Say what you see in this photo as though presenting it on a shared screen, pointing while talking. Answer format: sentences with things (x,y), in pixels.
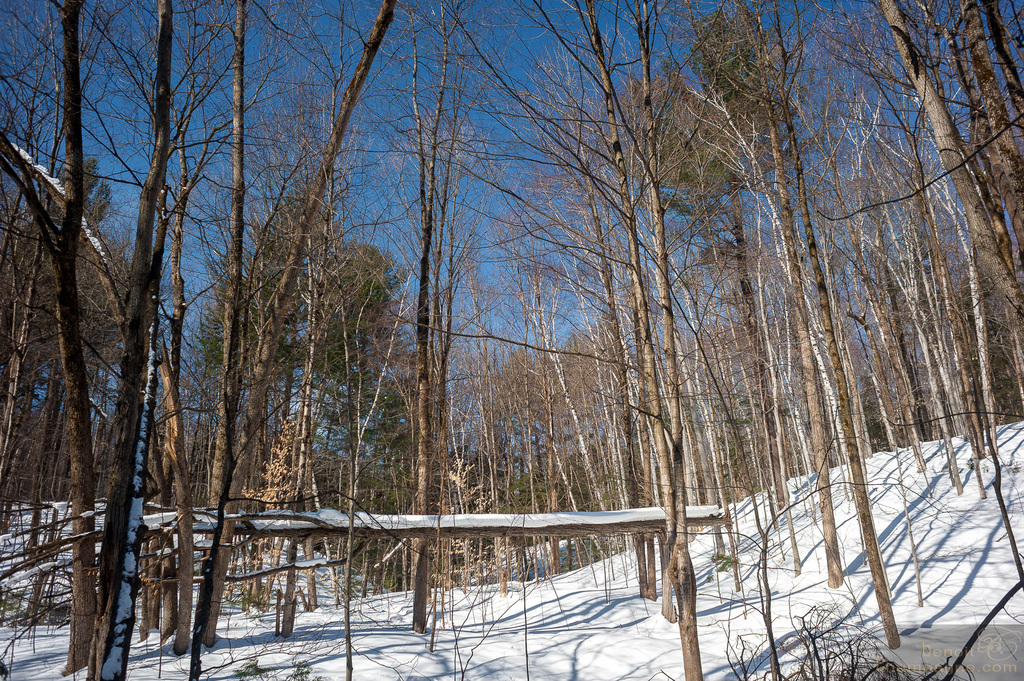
In this image we can see sky (405,161), trees (710,66) and snow (943,494).
